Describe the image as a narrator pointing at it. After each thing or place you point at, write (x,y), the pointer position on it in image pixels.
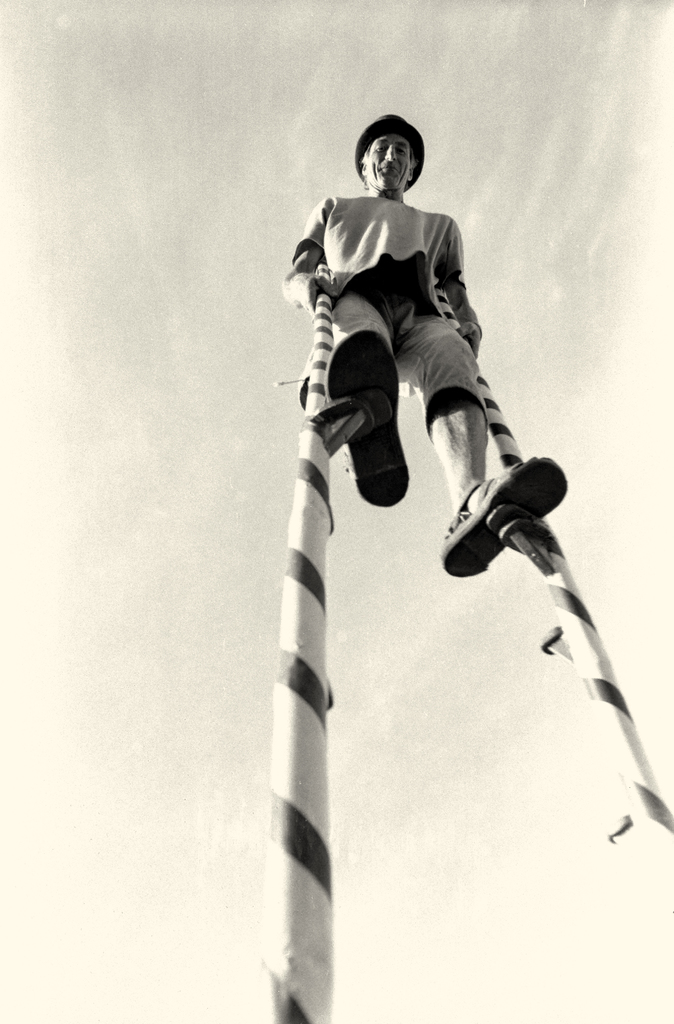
This is the picture of a black and white image and we can see a person (485,487) standing on the poles (313,652).
